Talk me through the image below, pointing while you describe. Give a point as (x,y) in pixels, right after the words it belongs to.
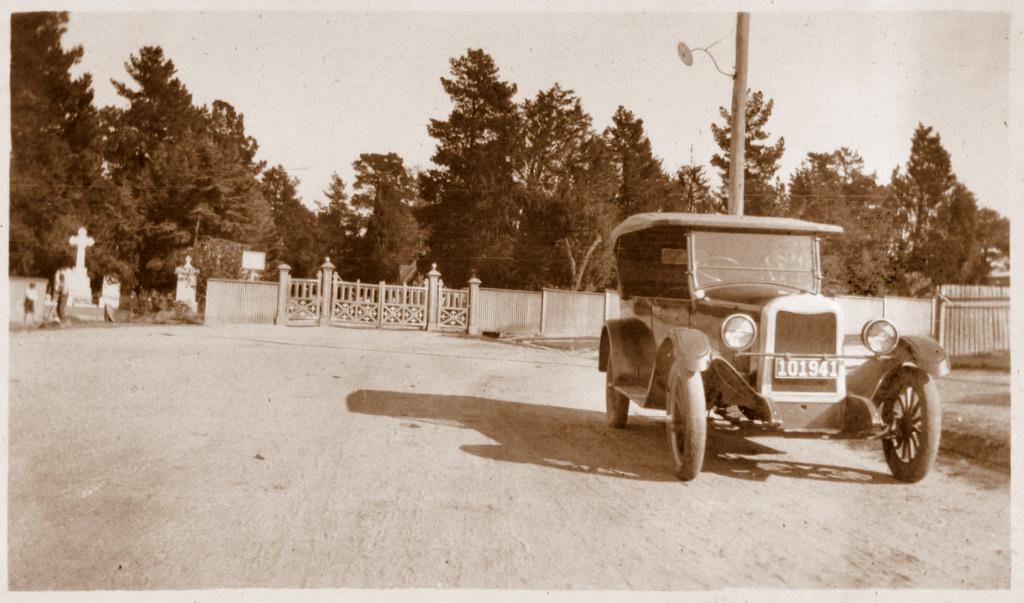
In this picture there is a jeep (621,366) on the right side of the image (718,344) and there is a boundary (281,317), trees (272,245), and headstones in the background area of the image (54,100).
